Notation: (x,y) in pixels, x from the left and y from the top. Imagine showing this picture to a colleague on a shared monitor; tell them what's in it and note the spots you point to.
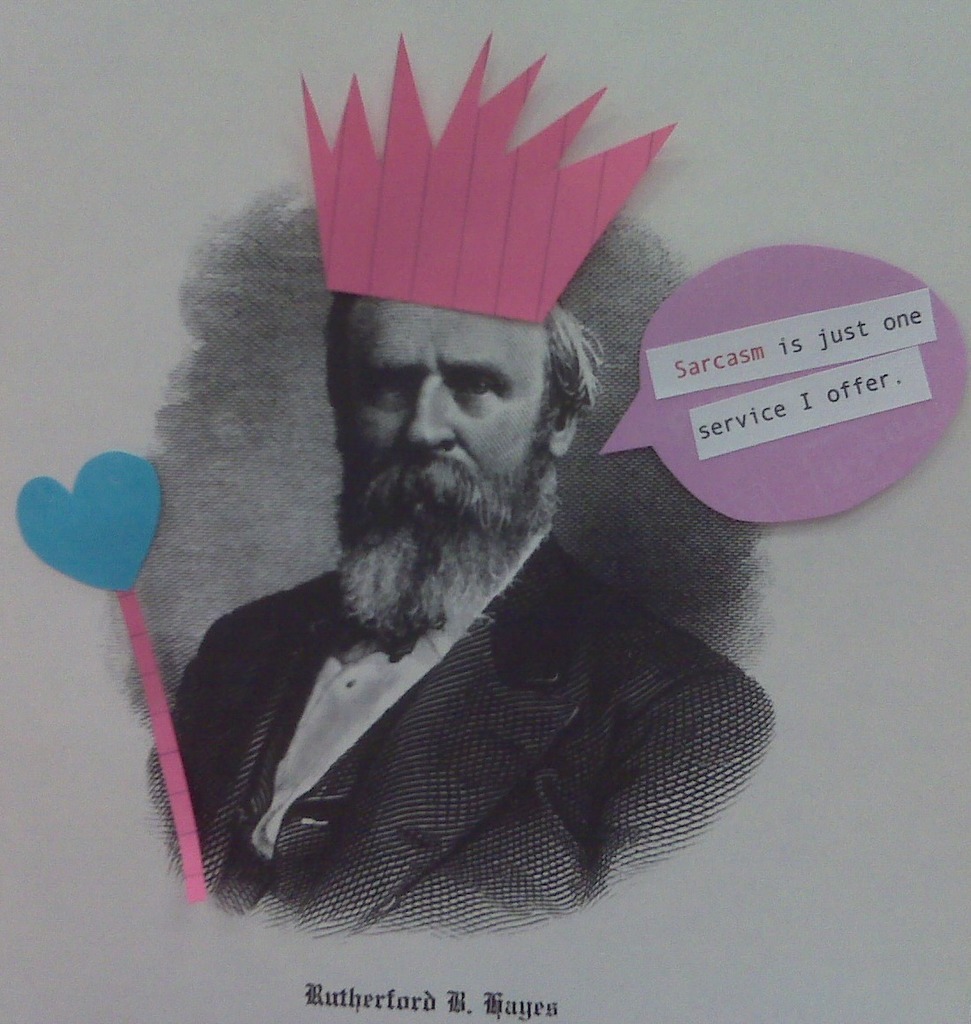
In this picture we can see a paper (718,893), there is a picture (515,530) of a person (591,738) on the paper (526,516), we can see some text (722,438) and stickers (396,245) here.
